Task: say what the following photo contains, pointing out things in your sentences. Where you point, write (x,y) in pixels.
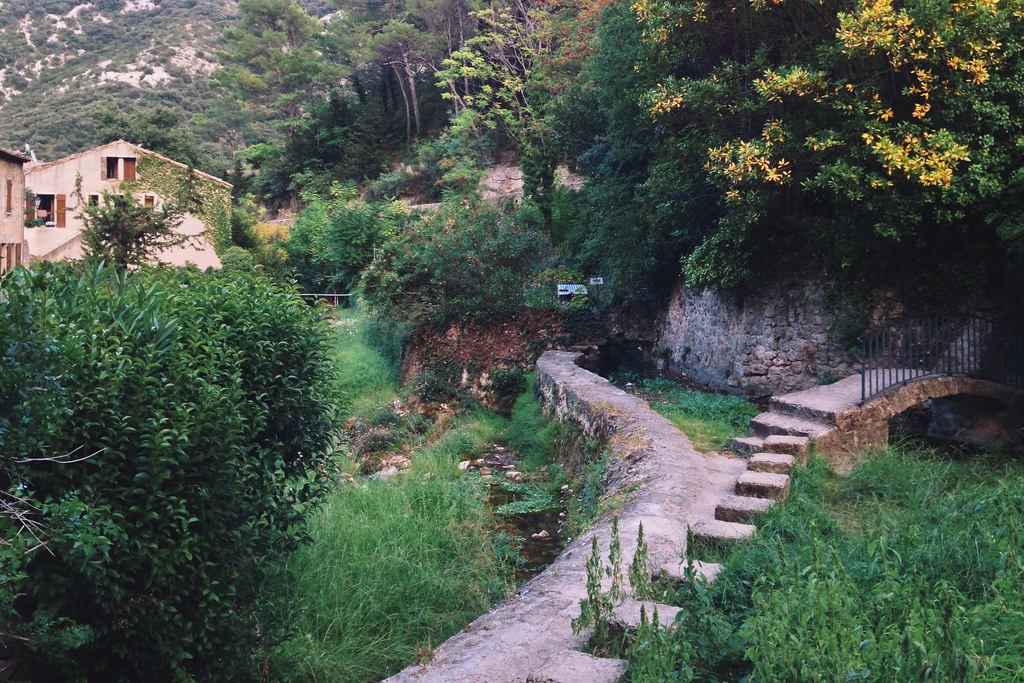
In this image we can see trees (345,258) and houses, to the right of the image (905,362) we can see a metal rod fence (891,366).
